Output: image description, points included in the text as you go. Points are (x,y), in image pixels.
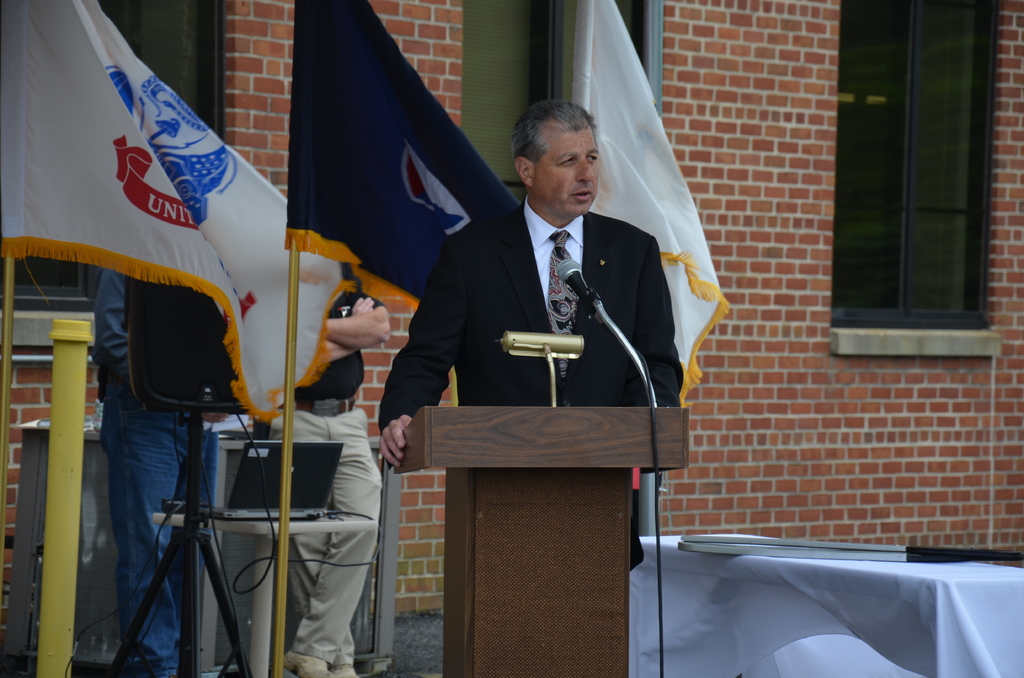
As we can see in the image there is a brick wall (806,305), window (977,46), table (896,575), flags (303,197), three people (605,276) standing, mic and there is a laptop (278,482).
